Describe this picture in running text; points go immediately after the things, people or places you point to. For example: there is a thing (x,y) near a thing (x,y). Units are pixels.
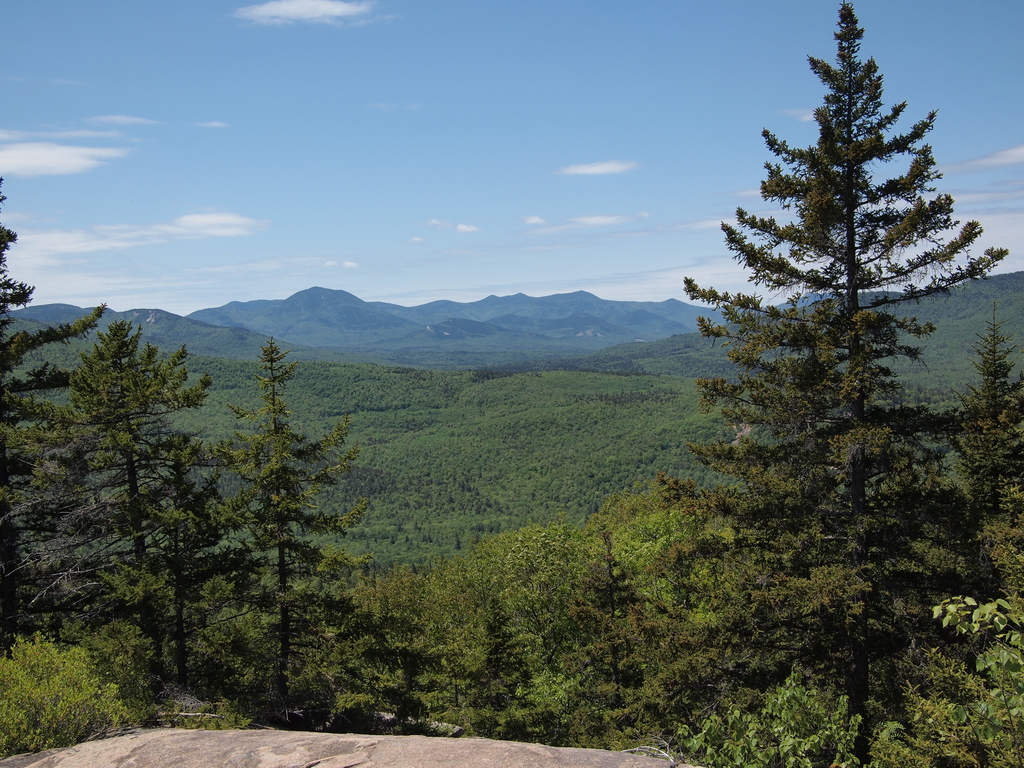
In this image there are trees (421,480) and in the background (536,330) there are mountains (457,319) and the sky (438,127) is cloudy.
